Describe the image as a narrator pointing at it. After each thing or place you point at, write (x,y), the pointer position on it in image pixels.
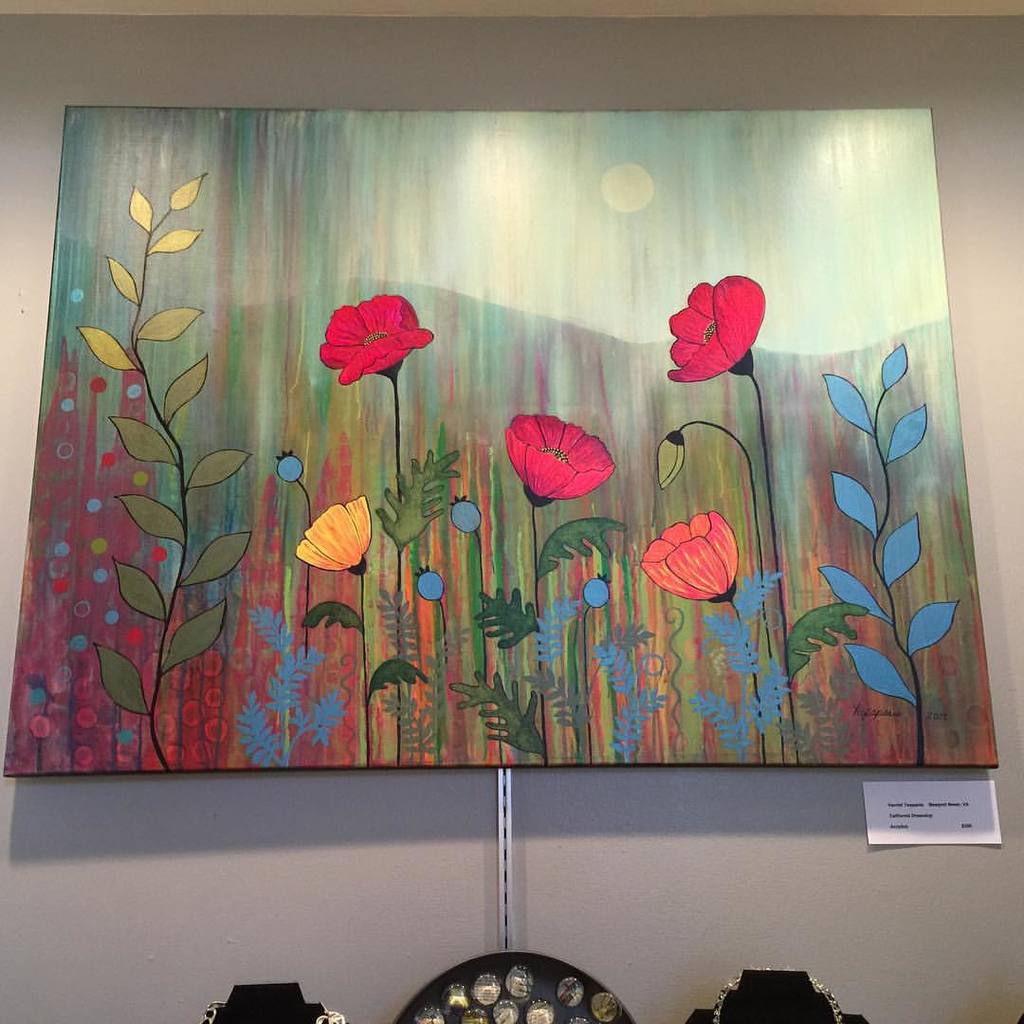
In this picture we can see a frame (206,413), paper (1001,836) on the wall (928,882) and some objects (784,1014) and on this frame (238,362) we can see flowers (384,327), leaves (196,381), mountains (439,390), sky (631,310).
